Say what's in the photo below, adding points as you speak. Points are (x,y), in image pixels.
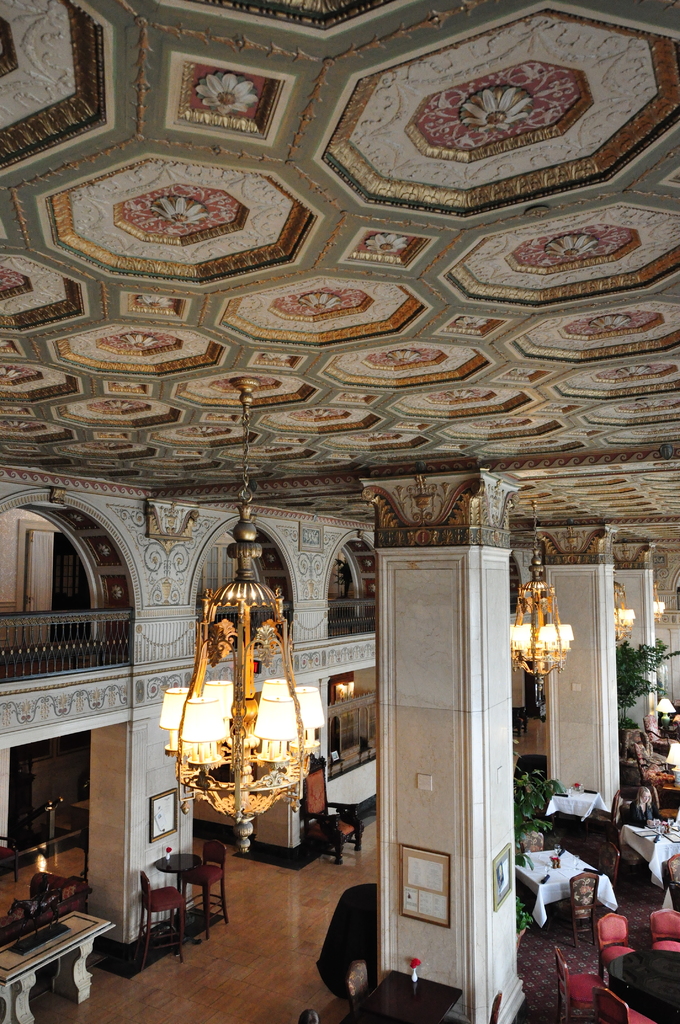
In this picture there is a top view of the hall (246,978). In the front (561,887) there are some table (555,899) and chairs (590,903). Beside there is a big pillar (405,701) and hanging lights (278,758). On the top (275,301) we can see the design ceiling (331,282).
